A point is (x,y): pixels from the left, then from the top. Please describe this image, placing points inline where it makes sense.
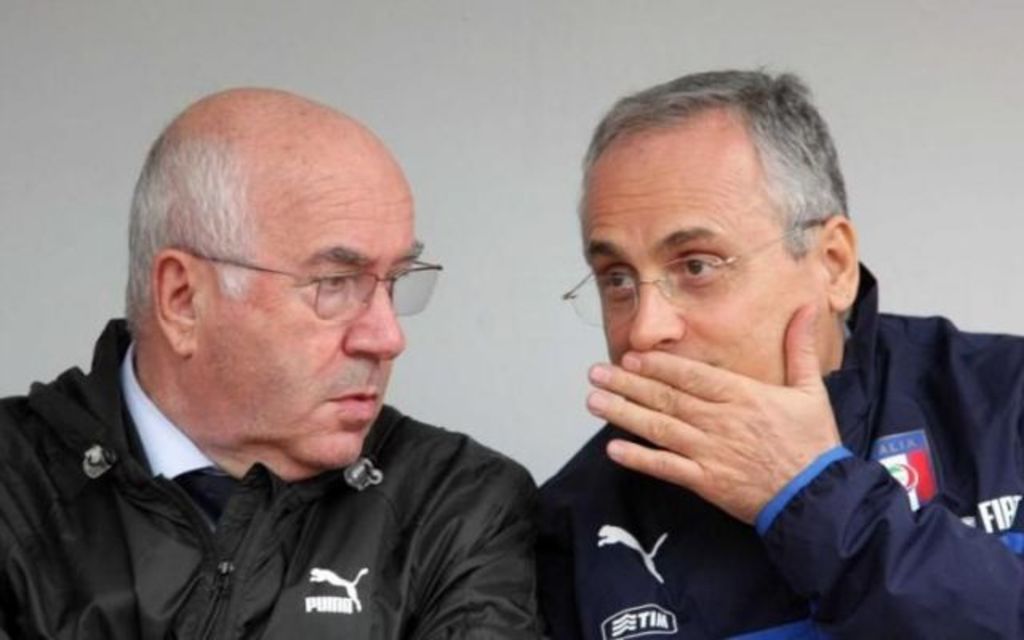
In this picture I can see two persons (667,266) with spectacles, and in the background (394,22) there is a wall (646,58).
